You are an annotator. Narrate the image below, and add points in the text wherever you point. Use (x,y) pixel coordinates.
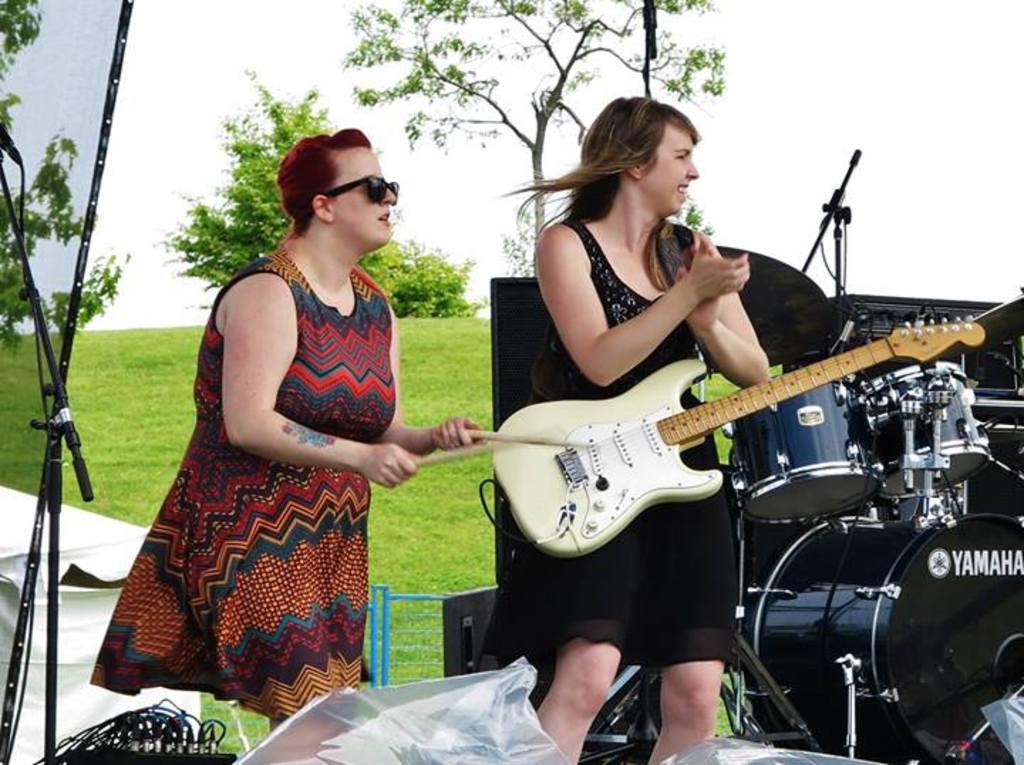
In this picture we can see two persons (668,729) standing here. These are some musical instruments (610,436). This is grass (139,361), and these are the trees (509,116). And on the background (934,96) there is a sky (983,235).
